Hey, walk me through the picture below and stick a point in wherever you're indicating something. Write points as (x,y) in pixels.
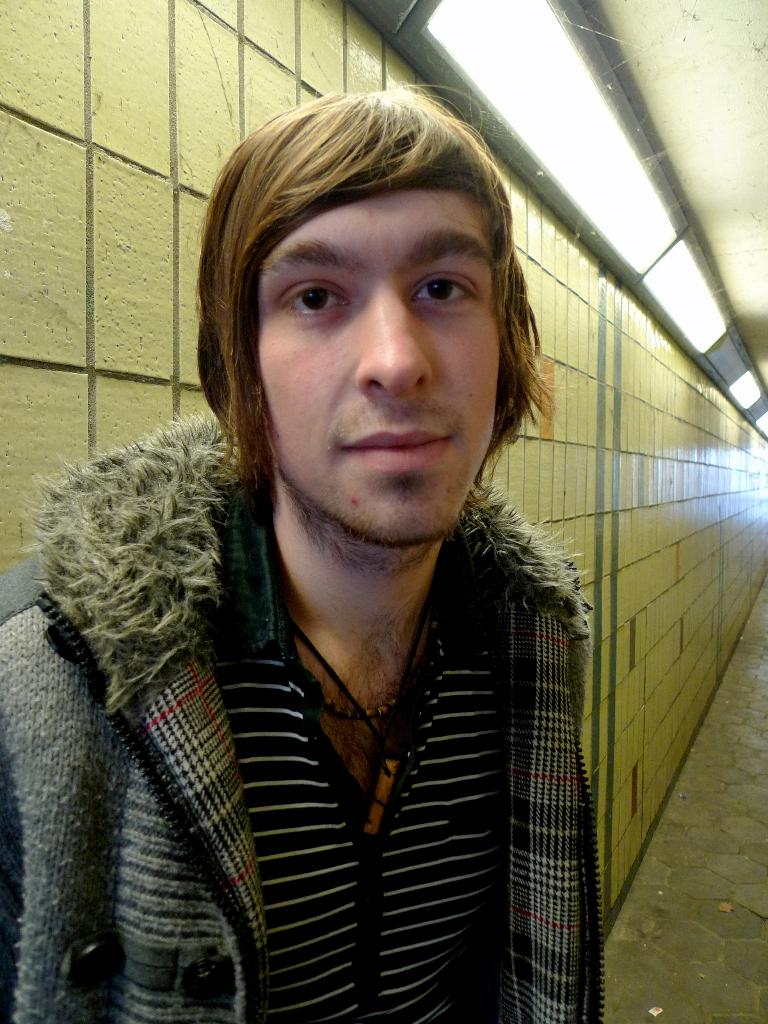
In the picture there is a man (423,195) standing in the foreground (227,263) and behind the man (229,276) there is a wall (697,403).
